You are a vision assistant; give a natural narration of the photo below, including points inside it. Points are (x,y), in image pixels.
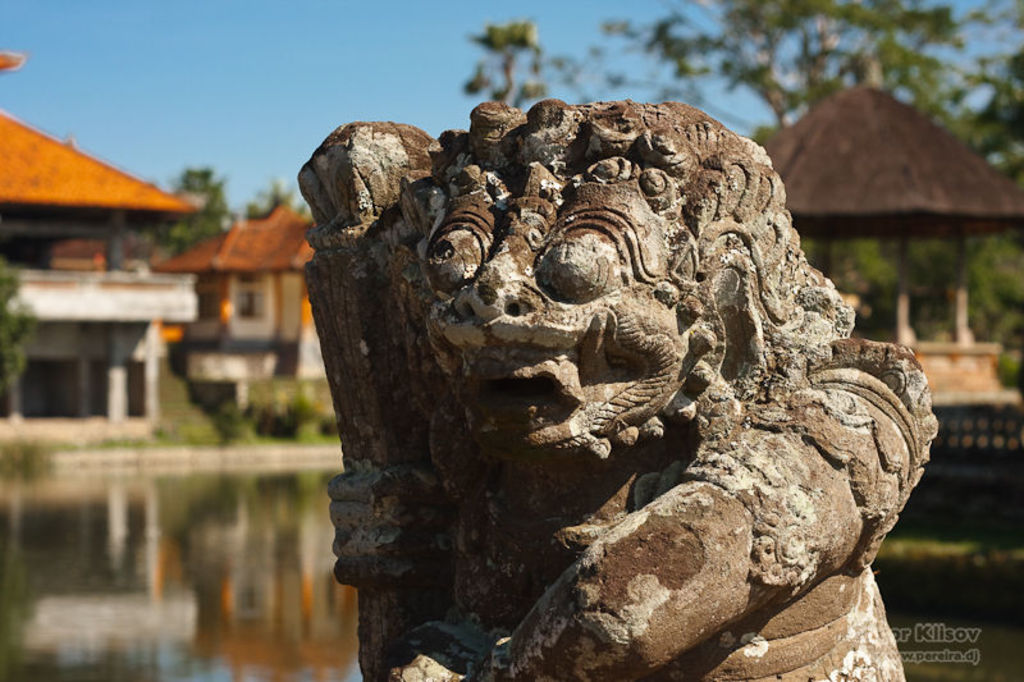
In this image, we can see a sculpture (502,345) and in the background (229,237), there are houses (134,291) and there is a hut (904,275) and there are trees (929,320). At the bottom (199,570), there is water (894,622) and we can see some text (910,629).
